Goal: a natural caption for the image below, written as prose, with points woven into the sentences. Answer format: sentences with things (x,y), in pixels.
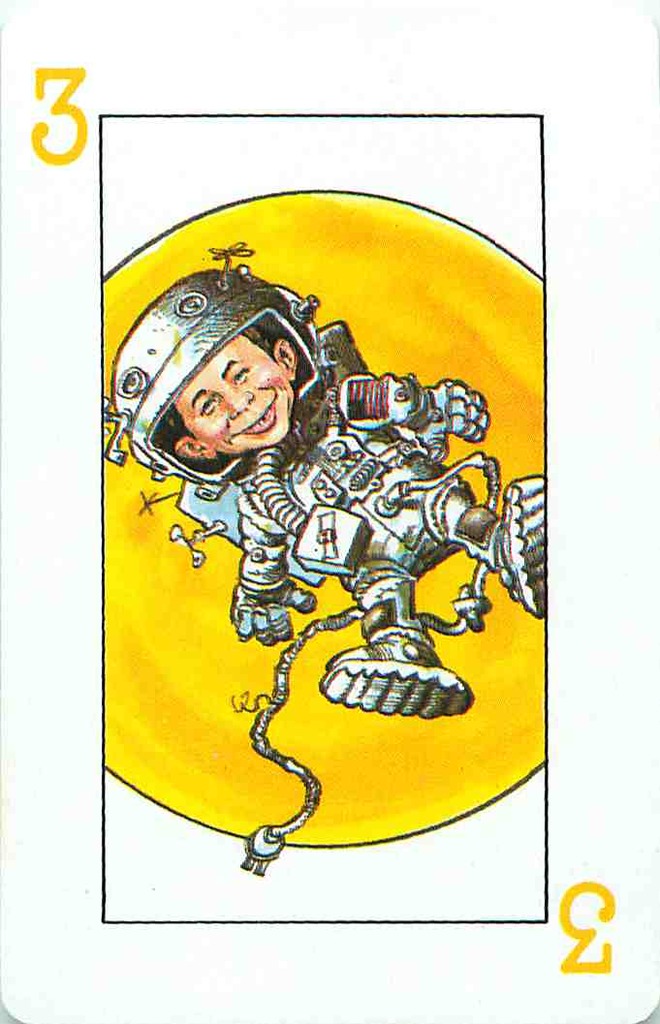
In this picture there is a white color playing card (246,32). In the front (180,320) there is a cartoon type boy (333,542) wearing astronaut suit (362,432). Behind there is a yellow background (384,288).
